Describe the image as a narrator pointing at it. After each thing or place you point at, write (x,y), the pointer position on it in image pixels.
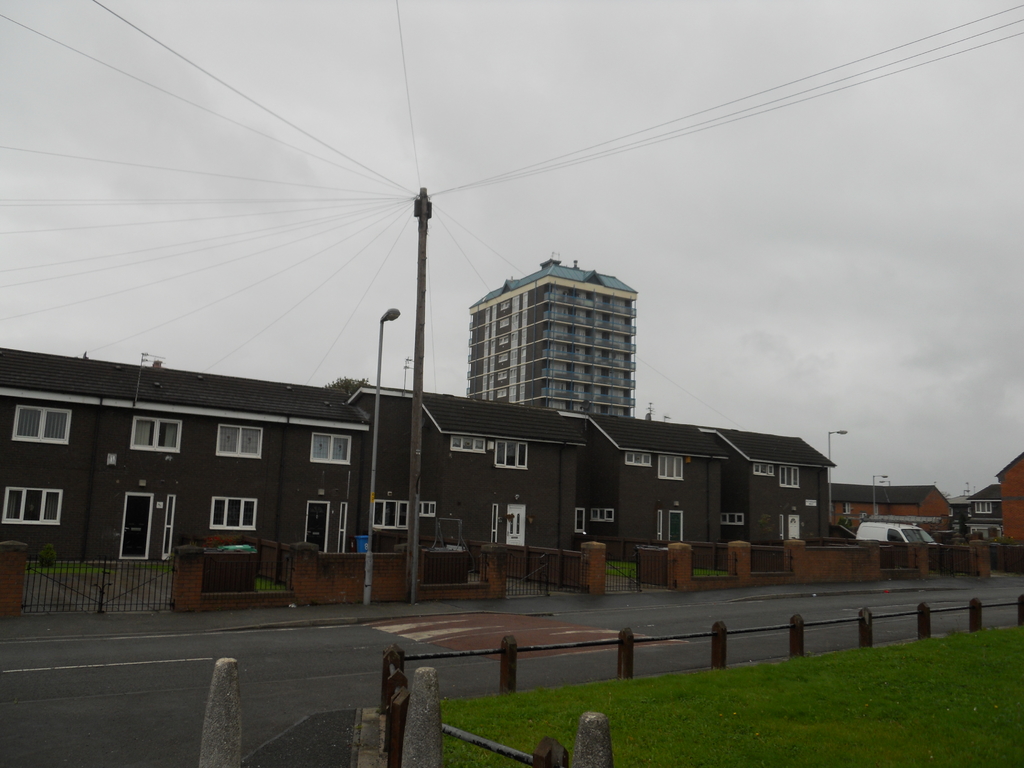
In the picture we can see buildings (14,465) with doors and windows (53,509) and around the buildings (80,373) we can see walls (863,553) and gates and near the buildings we can see a pole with light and to the opposite side we can see a railing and behind it we can see a grass surface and in the background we can see a tower building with many floors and behind it we can see a sky (563,216) with clouds (537,260).
